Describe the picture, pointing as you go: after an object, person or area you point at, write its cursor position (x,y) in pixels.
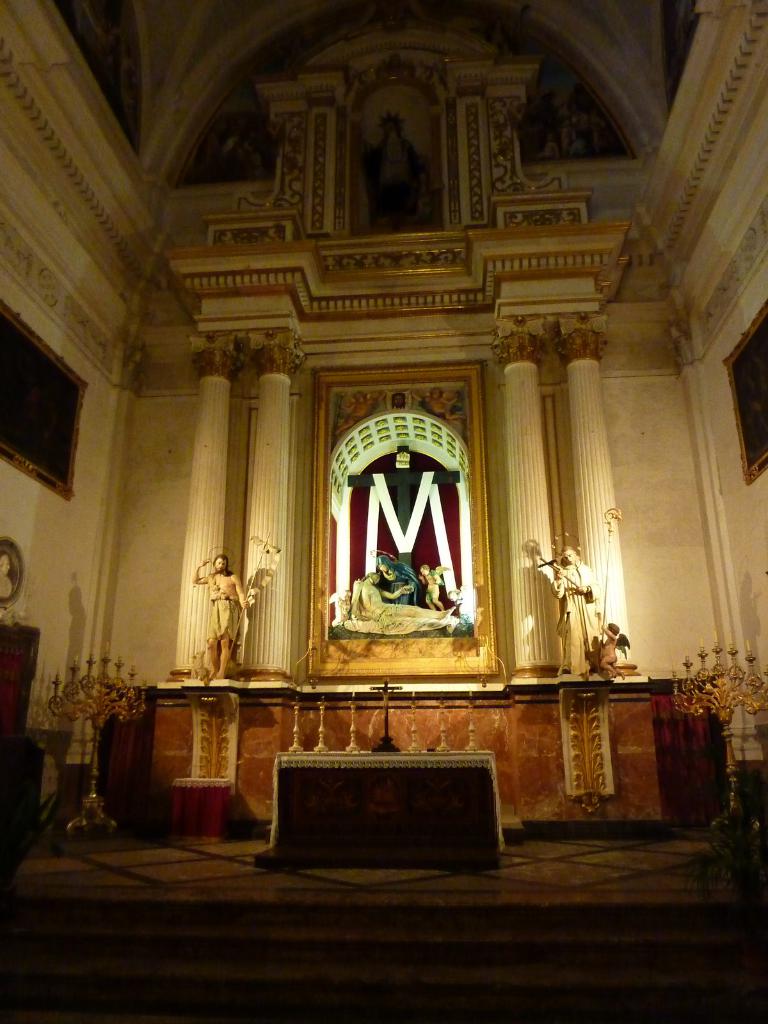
In this image I can see the inner part of the building (508,287), in front I can see few statues (347,638), pillars (607,499) and the wall (75,566) is in cream color.
